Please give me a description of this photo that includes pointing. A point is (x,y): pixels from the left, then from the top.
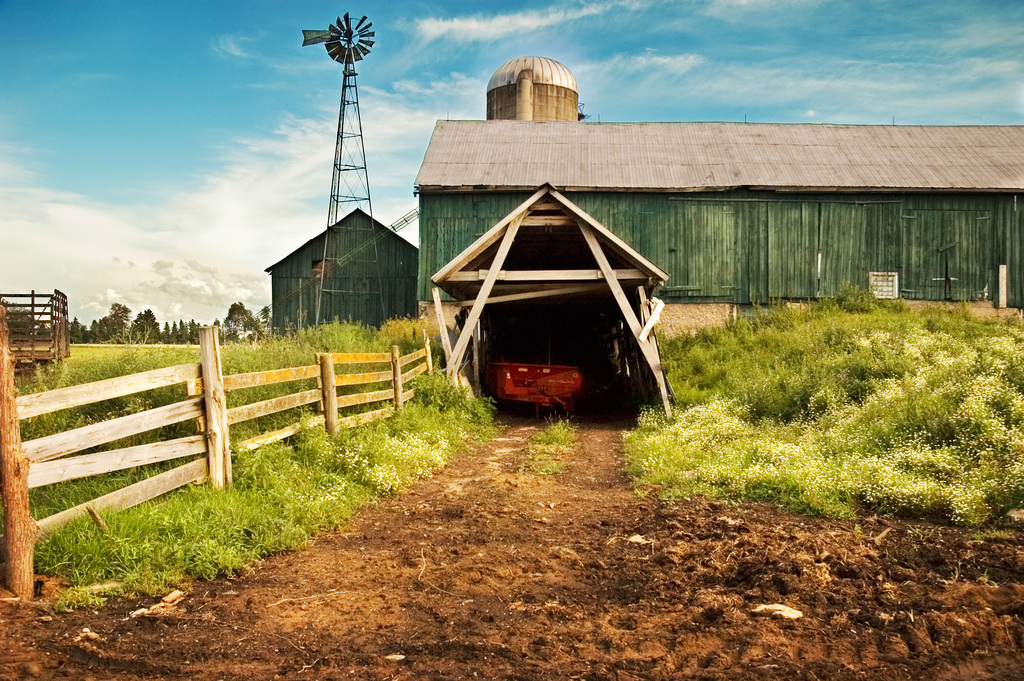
In the center of the image (458,305) we can see a vehicle (539,368) inside a shed (534,355). We can also see a wooden fence (322,396) and a group of plants (716,428) with flowers (784,463). On the backside (363,221) we can see some houses (767,189) with roof (713,181), a tank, a windmill (327,32), a group of trees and the sky (220,162) which looks cloudy.
